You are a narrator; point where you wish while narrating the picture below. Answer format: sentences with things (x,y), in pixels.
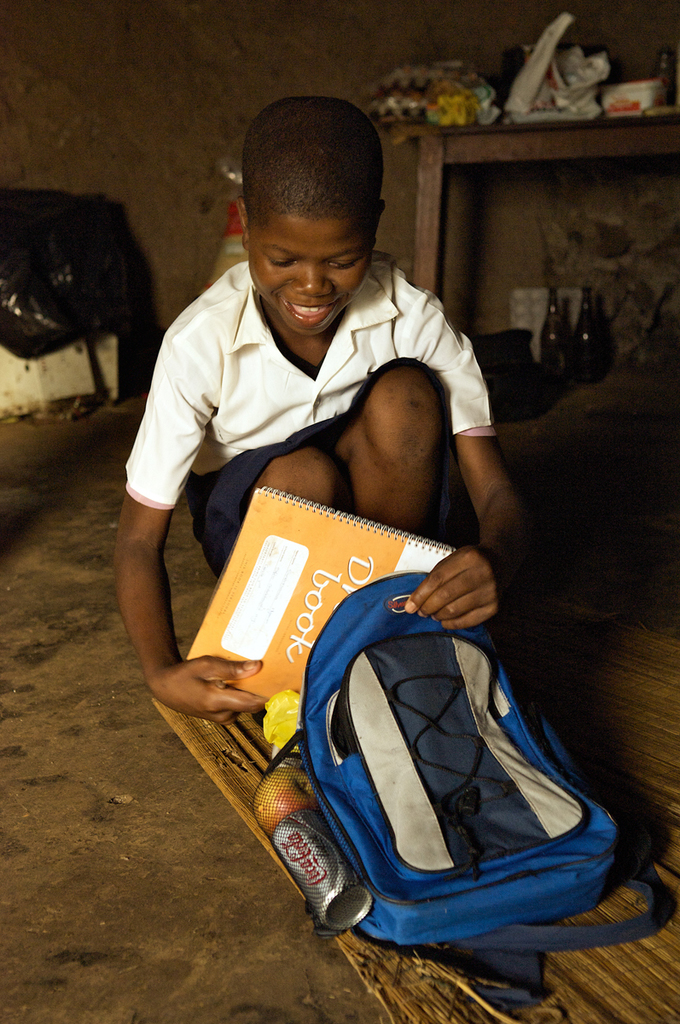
There one boy (289,388) wearing a white color shirt (253,383) and sitting and holding a book (316,604) and a bag (409,722) in the middle of this image (299,407), and there is a wall (154,170) in the background (154,170). There are some objects (483,98) kept on a table (476,133) in the top right corner of this image (521,114).
